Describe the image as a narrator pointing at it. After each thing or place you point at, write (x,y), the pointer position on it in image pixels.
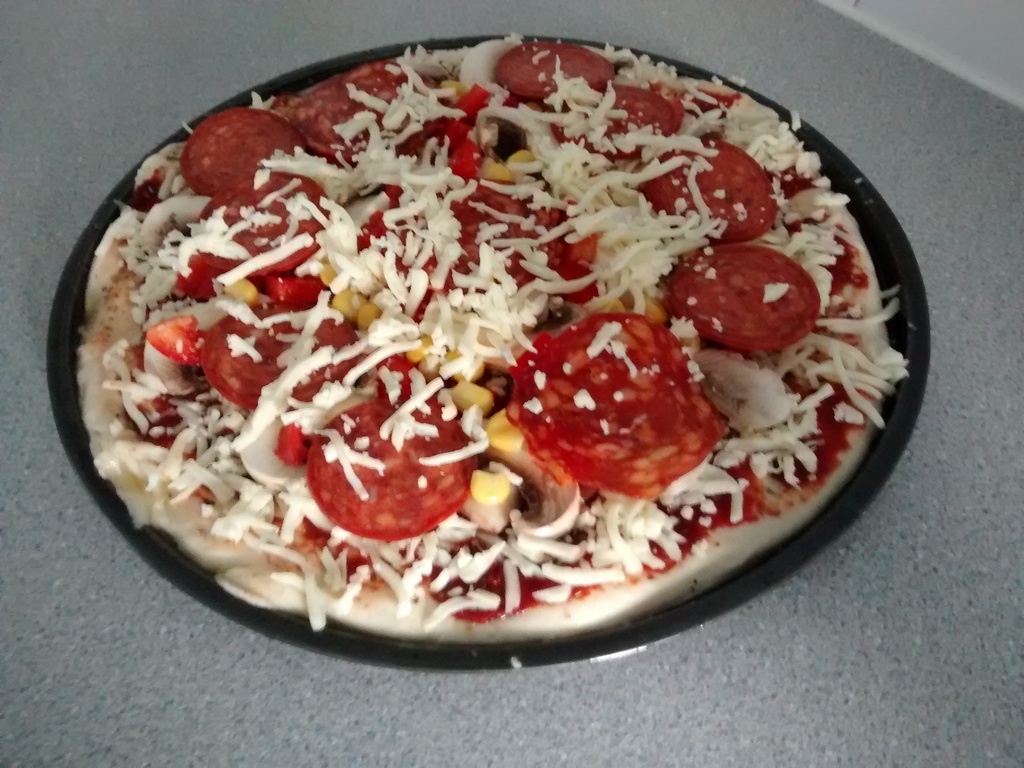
This is a zoomed in picture. In the center (462,501) there is a platter (645,621) of pizza (616,412) placed on the top of a surface (941,623) of an object (959,645).
